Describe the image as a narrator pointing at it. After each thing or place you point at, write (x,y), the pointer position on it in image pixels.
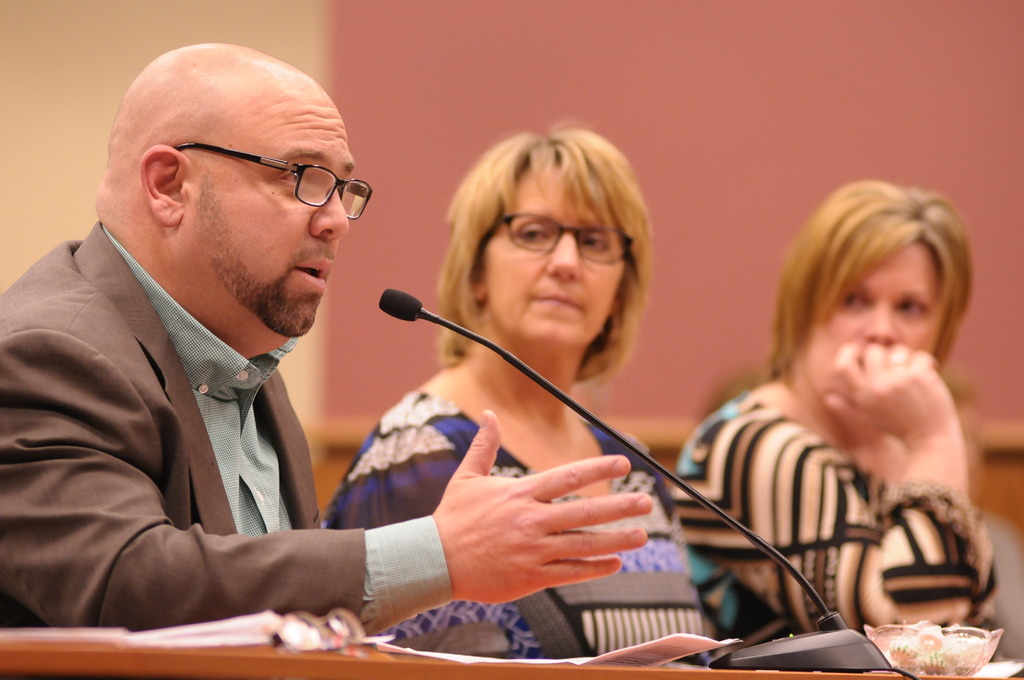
In this image in the center (445,420) there are three persons (421,443) who are sitting, in front of them there is one table (383,652). On the table (218,652) there is one mike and one person (289,233) is talking in a mike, and on the table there are some papers (103,637) and bowls (908,641). In the background (753,138) there is a wall (693,131).
